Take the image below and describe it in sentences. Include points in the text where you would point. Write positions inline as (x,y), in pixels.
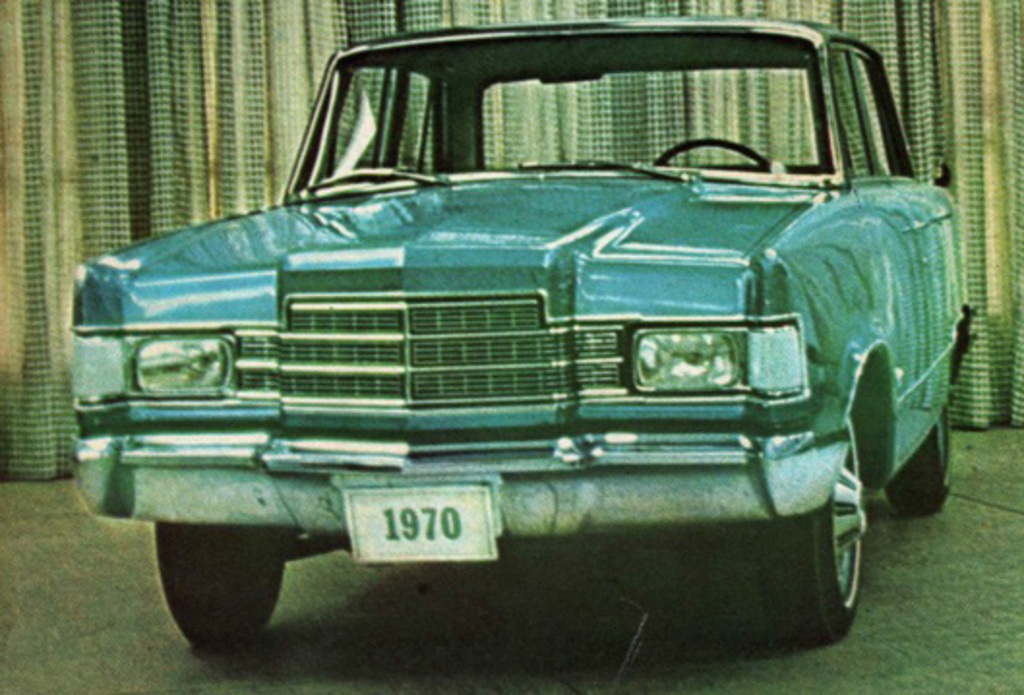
In this image there is a car (528,484) on a surface (748,622), in the background (989,225) there is a curtain (962,33).
